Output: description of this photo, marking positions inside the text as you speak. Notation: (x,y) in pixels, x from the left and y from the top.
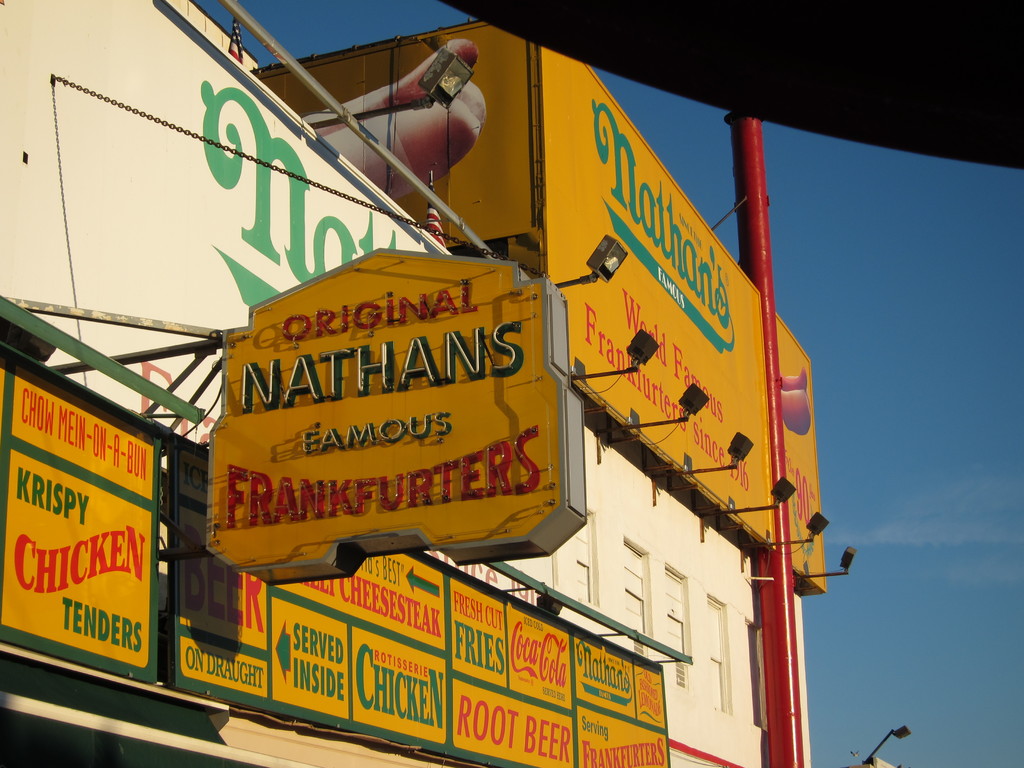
In this image we can see a building (626,639) with windows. We can also see some lights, a pole (782,697), some chains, the signboards (244,570) and a banner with some text (257,502) on them. We can also see the sky (999,288) which looks cloudy.
